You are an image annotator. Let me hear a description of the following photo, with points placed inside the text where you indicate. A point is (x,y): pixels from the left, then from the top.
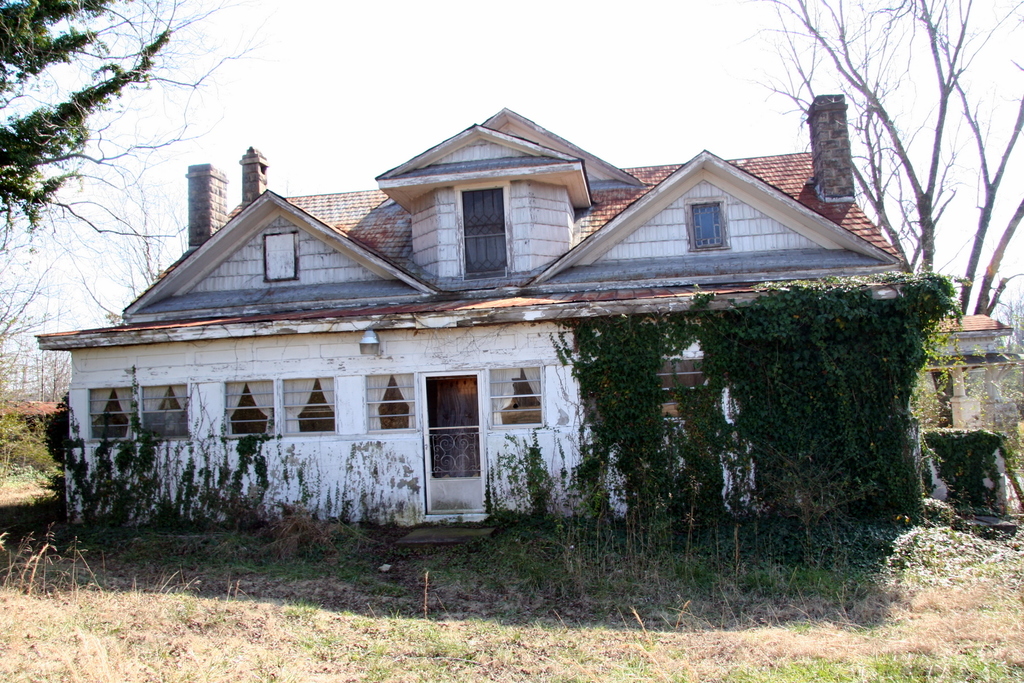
In the picture we can see a house (475,280) with windows (118,402) and door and to the house (534,323) we can see plant creepers (726,350) on the walls (548,323) and near the house (860,479) we can see a grass surface (16,482) with grass plants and beside the house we can see a tree (148,51) and behind the house (433,260) also we can see a tree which is dried.
